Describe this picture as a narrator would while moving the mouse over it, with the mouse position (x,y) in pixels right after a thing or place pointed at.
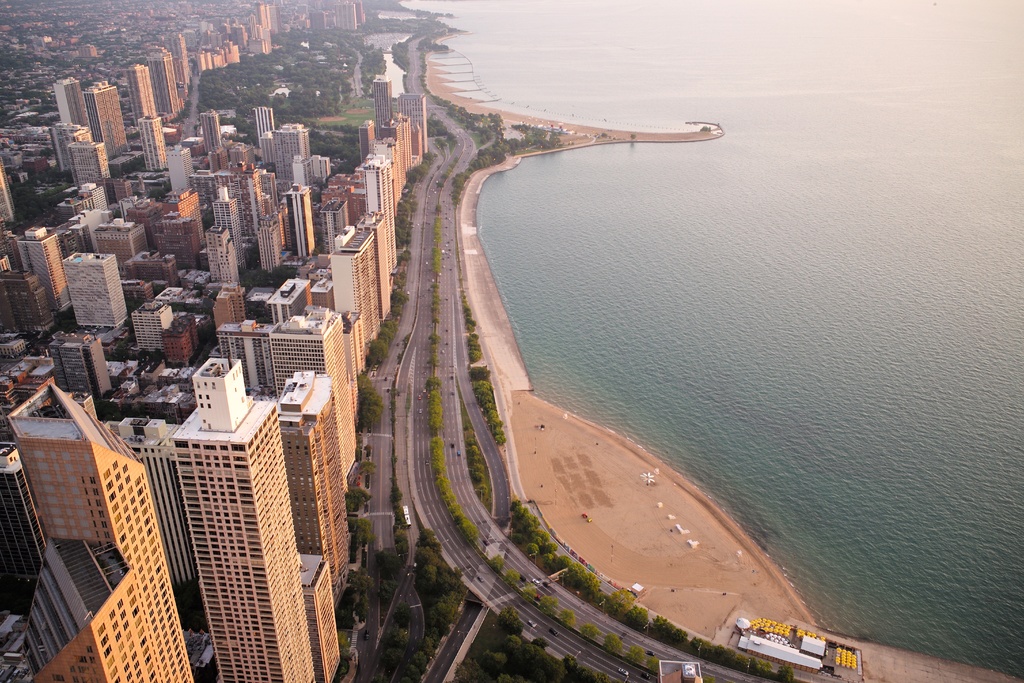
In this picture we can see buildings (270,107), trees (310,80), grass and roads (458,381), on the right side (838,402) we can see water (672,431), there are some vehicles (623,669) traveling on the roads (456,316).
